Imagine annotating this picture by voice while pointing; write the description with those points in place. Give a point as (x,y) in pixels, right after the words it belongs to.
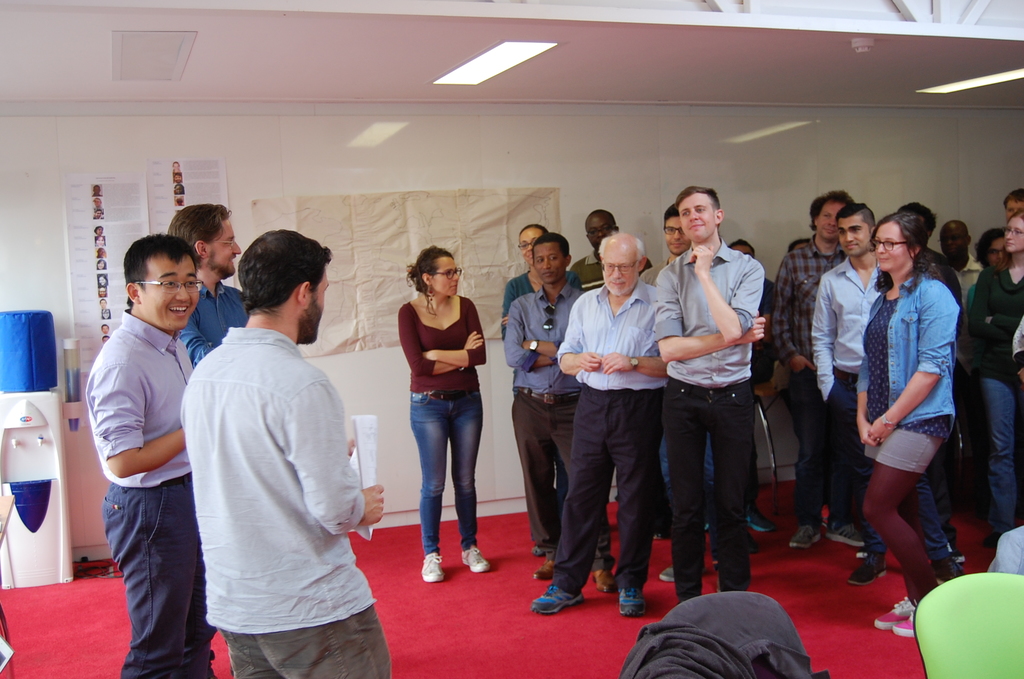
In this image, we can see a group of people (580,546) who are standing on the floor (446,628) which is red in color. There is a wall (894,145) with some posters (506,245) on it and there is a water filter (65,561).
